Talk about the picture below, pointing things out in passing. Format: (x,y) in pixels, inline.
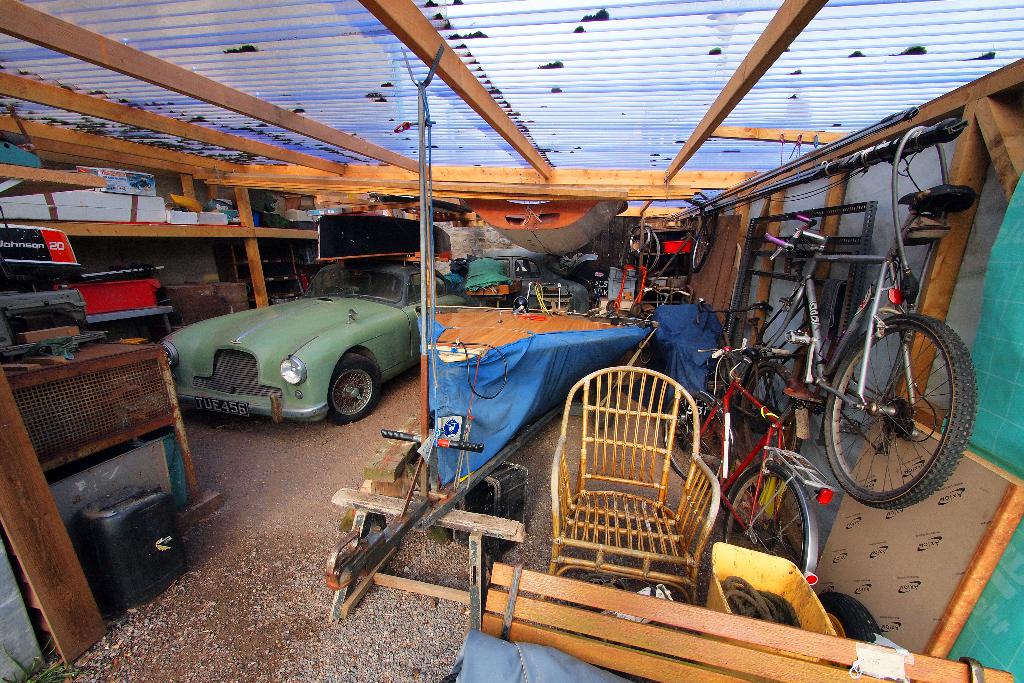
In this picture I can see a car (374,380), couple of bicycles (801,473) and I can see a chair (604,478) and looks like a bench (602,625) at the bottom of the picture (581,629). I can see a can (118,545) on the ground (372,615) and I can see few items (541,294) in the back (588,285). I can see a table (57,410) and few items (29,275) on the left side (29,275) and couple of small boards (61,258) with some text (22,247).
